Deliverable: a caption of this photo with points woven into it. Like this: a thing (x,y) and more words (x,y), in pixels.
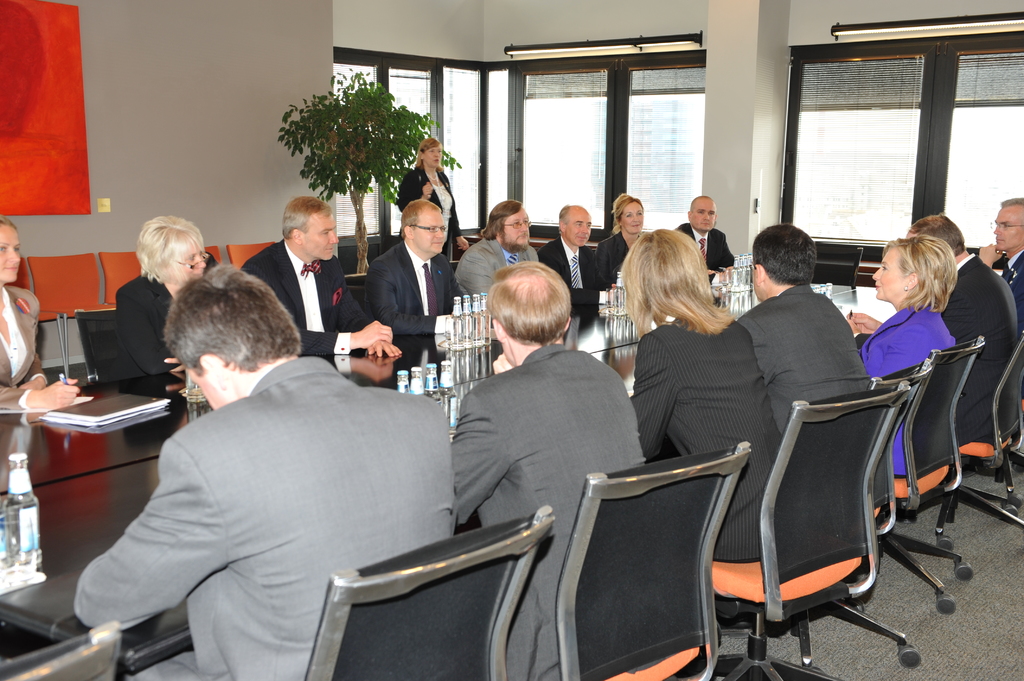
In the image we can see the group of people (506,445) were sitting in front of table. And coming to the background (296,83) we can see the wall (194,104), plant (372,154) and one lady (440,173) is standing.
